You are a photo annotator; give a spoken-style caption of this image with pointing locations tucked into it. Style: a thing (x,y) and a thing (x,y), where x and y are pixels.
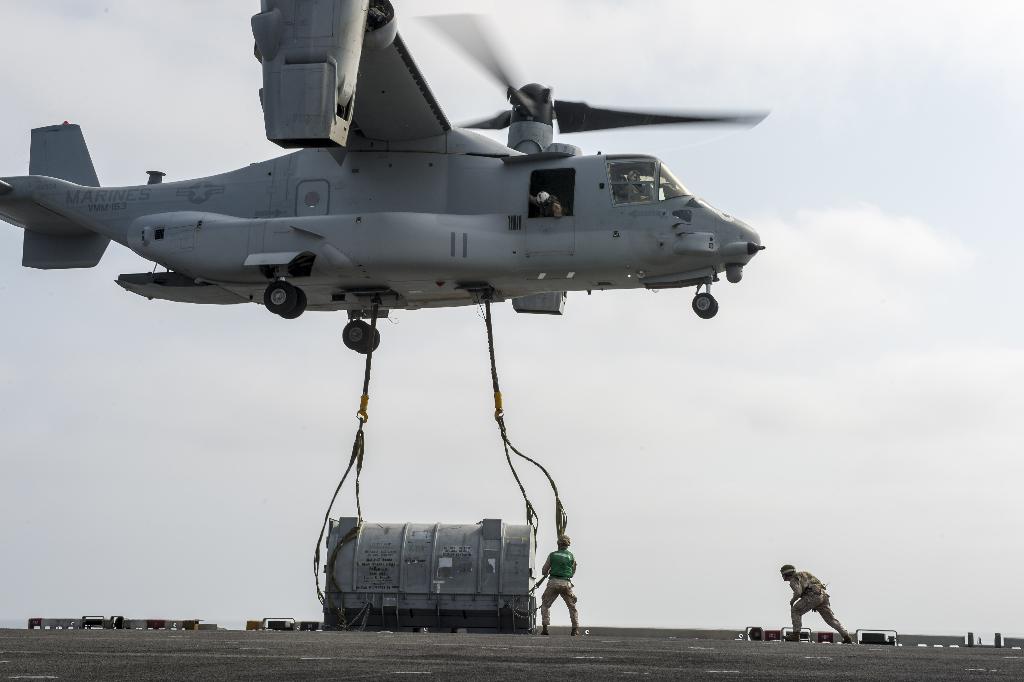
In this image there are two ropes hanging from the chopper (479,197). On the surface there are two workers (561,575) and there is an object (442,588). In the background of the image (897,634) there are some objects (157,628) and there is sky (773,409).
